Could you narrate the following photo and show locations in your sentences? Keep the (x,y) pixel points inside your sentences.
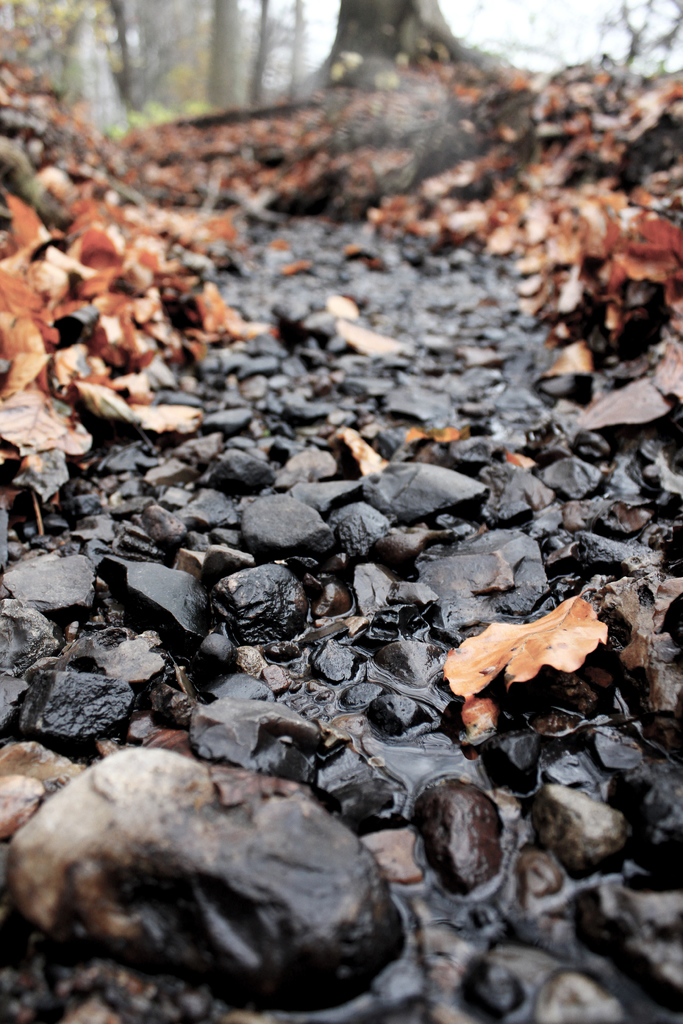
In the picture we can see a path (264,746) with black colored stones (226,749) and some water (309,714) flowing from it and besides, we can see dried leaves (644,228) and in the background (521,32) we can see trees (112,79) and sky (489,45).
